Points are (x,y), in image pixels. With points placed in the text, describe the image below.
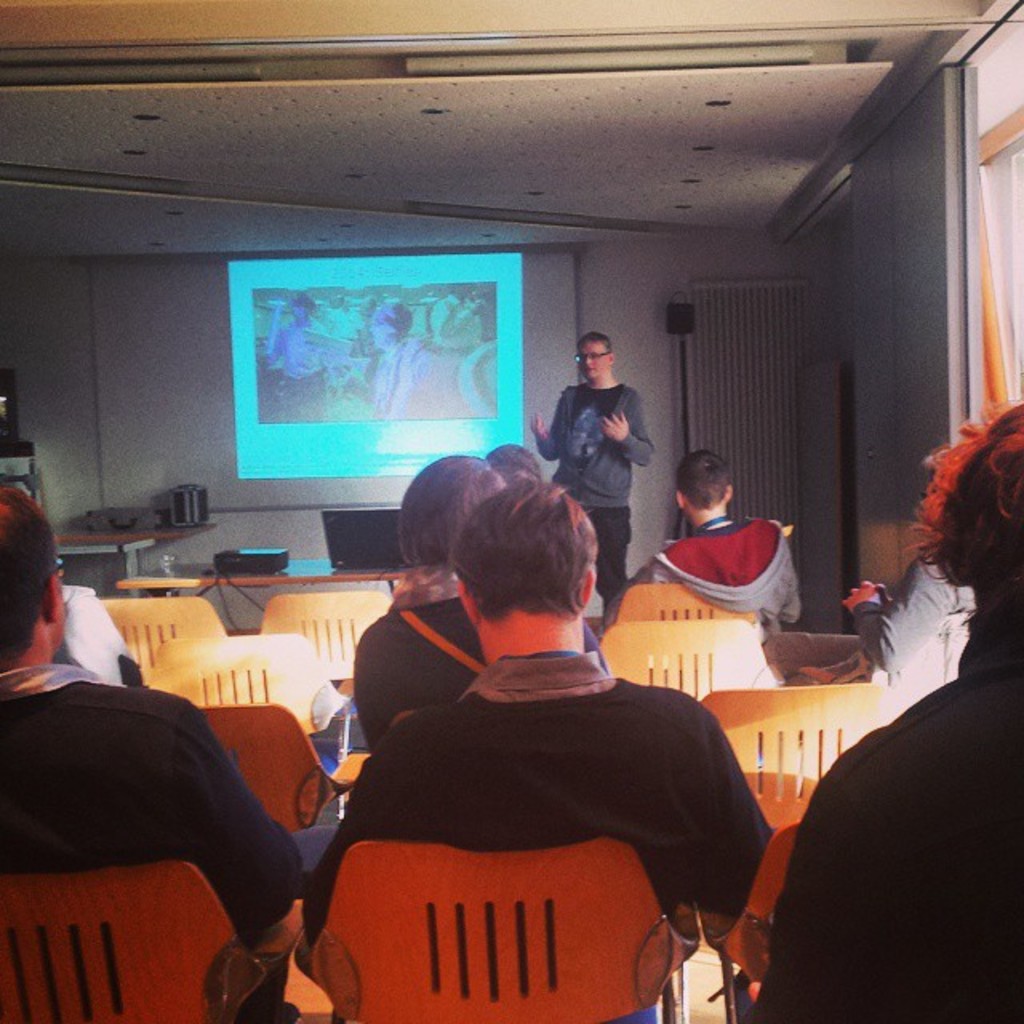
In this image there are a group of people (743,836) some of them are sitting on chairs (496,858), and there is one person (596,423) who is standing and he is talking beside him there is one table (267,582). On the table (183,580) there is one computer (349,539) and some box (237,560), in the center (414,414) there is one screen (327,391) and on the left side (88,552) there is one table (73,547). On the table (95,539) there are some objects (192,504) and in the background (552,300) there is a wall (728,266), at the top (536,131) there is ceiling (484,138) and on the right side (994,217) there is a window (985,175).
